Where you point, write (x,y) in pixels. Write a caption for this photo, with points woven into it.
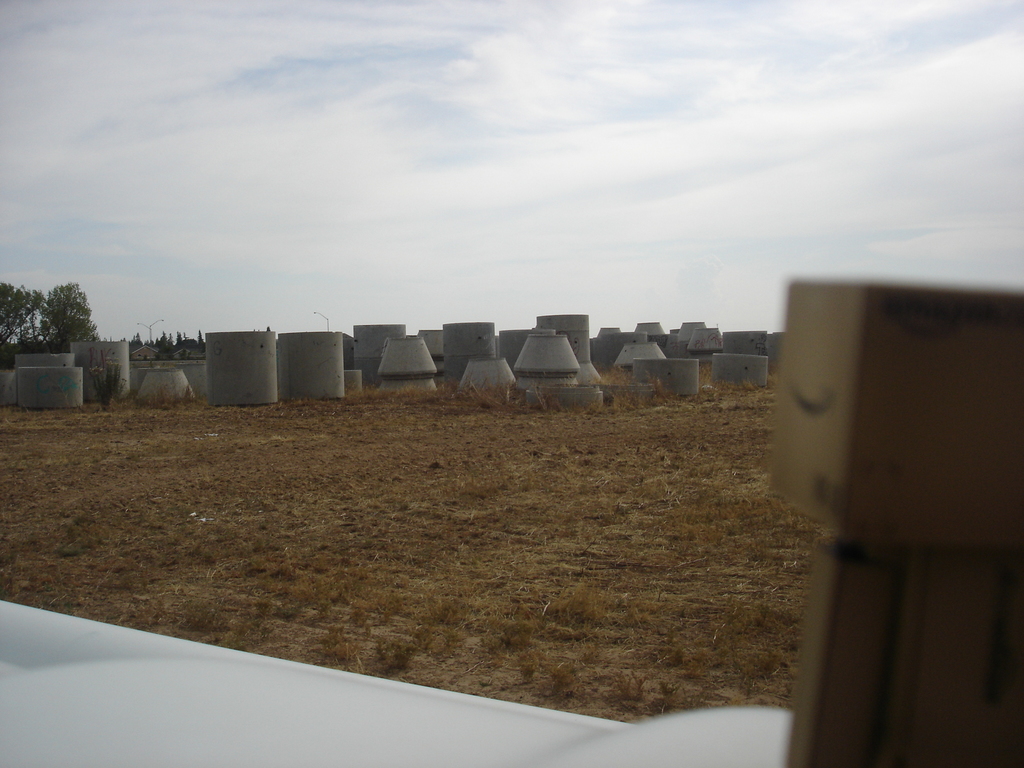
In the image we can see dry grass (346,395), trees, object (195,700) white in color and a cloudy sky (316,180). There are objects (300,371) made up of cement (305,356).
